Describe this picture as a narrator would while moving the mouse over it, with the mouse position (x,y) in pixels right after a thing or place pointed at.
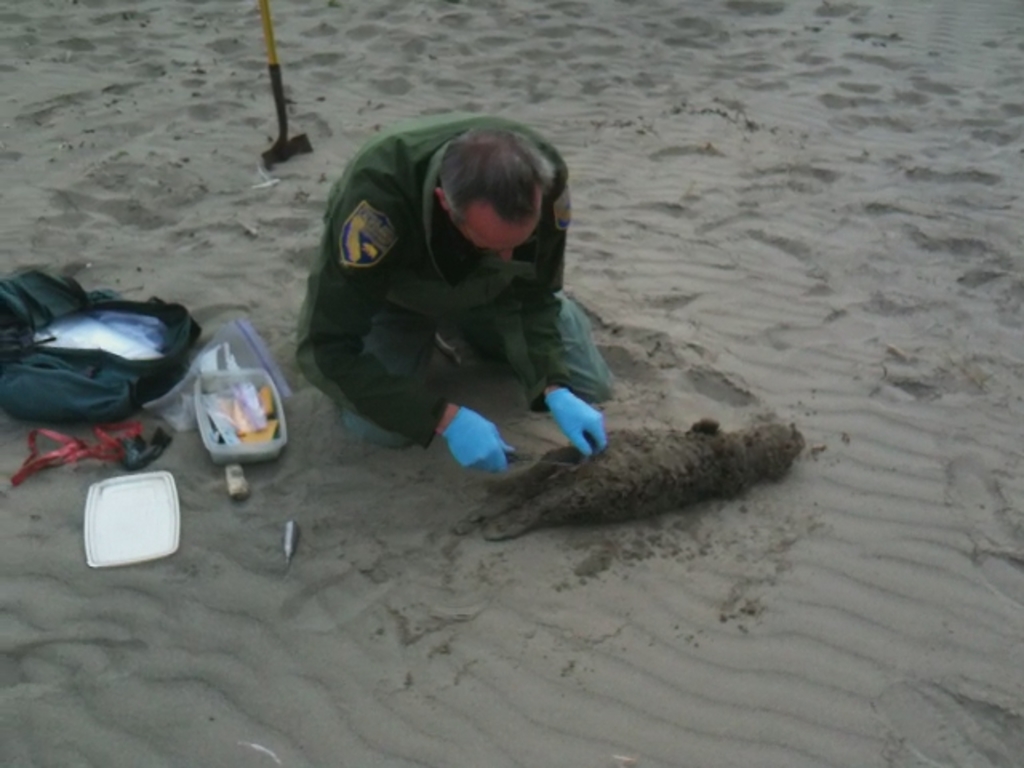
In this image, we can see a person (481,437) holding an object (481,506). We can see the ground (449,646) covered with sand (704,537) and some objects (96,371) like a bag (92,387) and a box (236,429).
